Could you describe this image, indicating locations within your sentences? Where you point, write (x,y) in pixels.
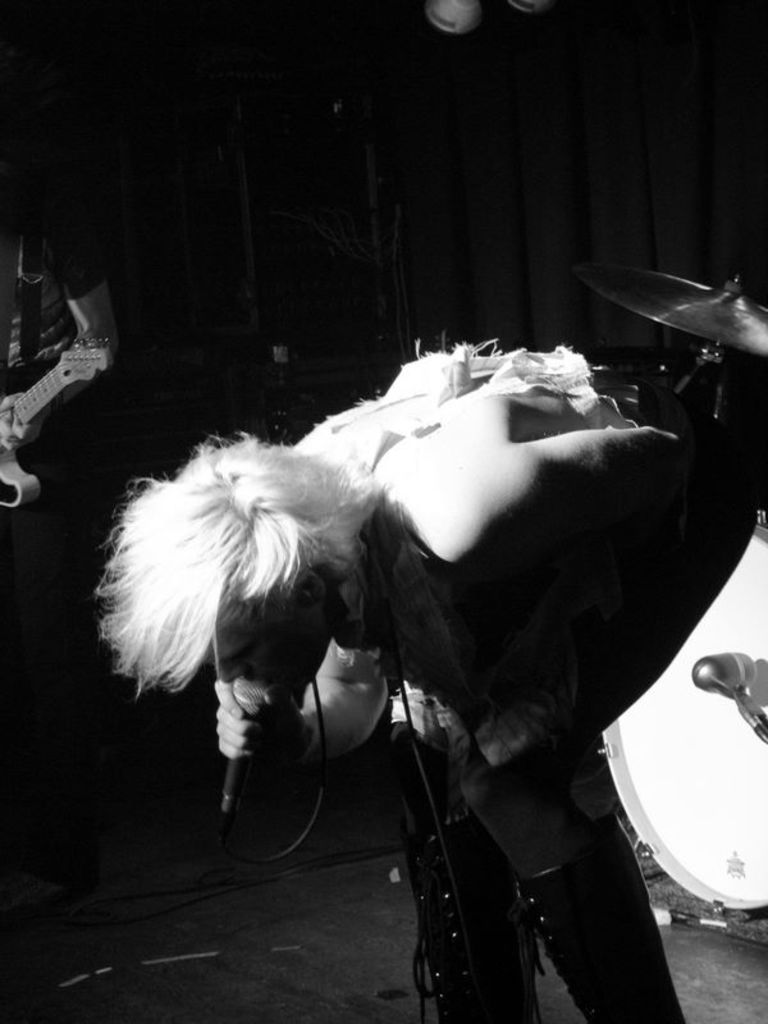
In this picture we can see a person (229,560) holding a mic (246,708), drums (685,652), wires (312,863) and a man (76,331) holding a guitar (89,348) and some objects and in the background (345,316) it is dark.
